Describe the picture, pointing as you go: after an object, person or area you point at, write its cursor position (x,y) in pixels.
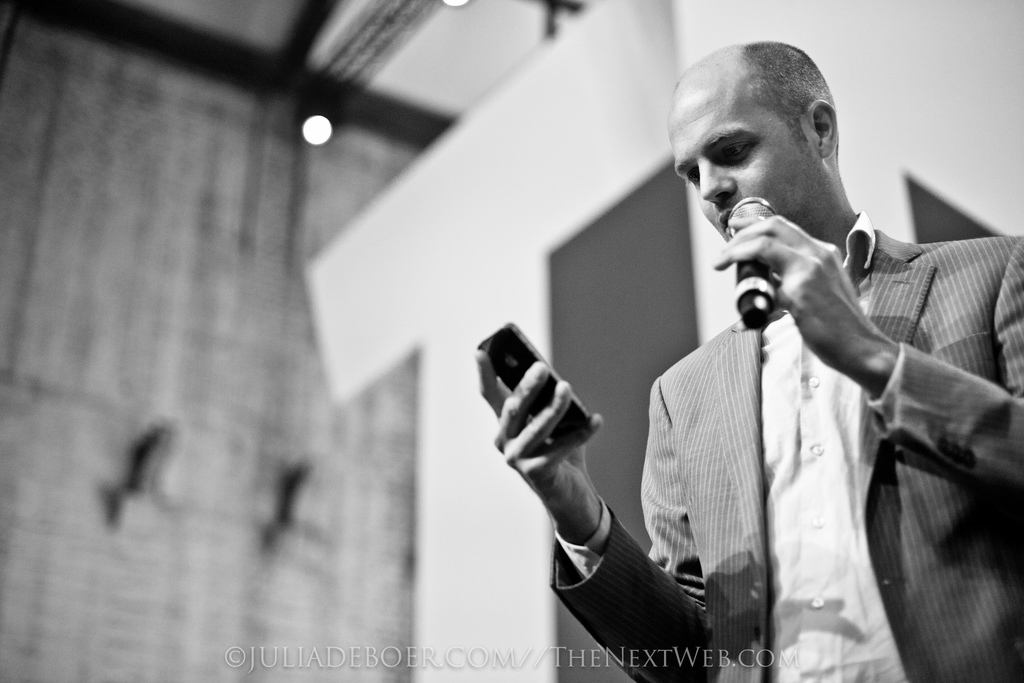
In this image there is a person (792,325) standing, he is truncated towards the right of the image (871,394), he is holding an object (578,405), there is text (527,658) towards the bottom of the image (689,654), there is wall (84,292) truncated towards the left of the image (76,485), there is roof (415,48) truncated towards the top of the image (459,22), there are lights (322,138), there is a light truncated towards the top of the image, there is wall (602,23) truncated towards the right of the image (946,117), there is an object (645,271) on the wall (946,44).
